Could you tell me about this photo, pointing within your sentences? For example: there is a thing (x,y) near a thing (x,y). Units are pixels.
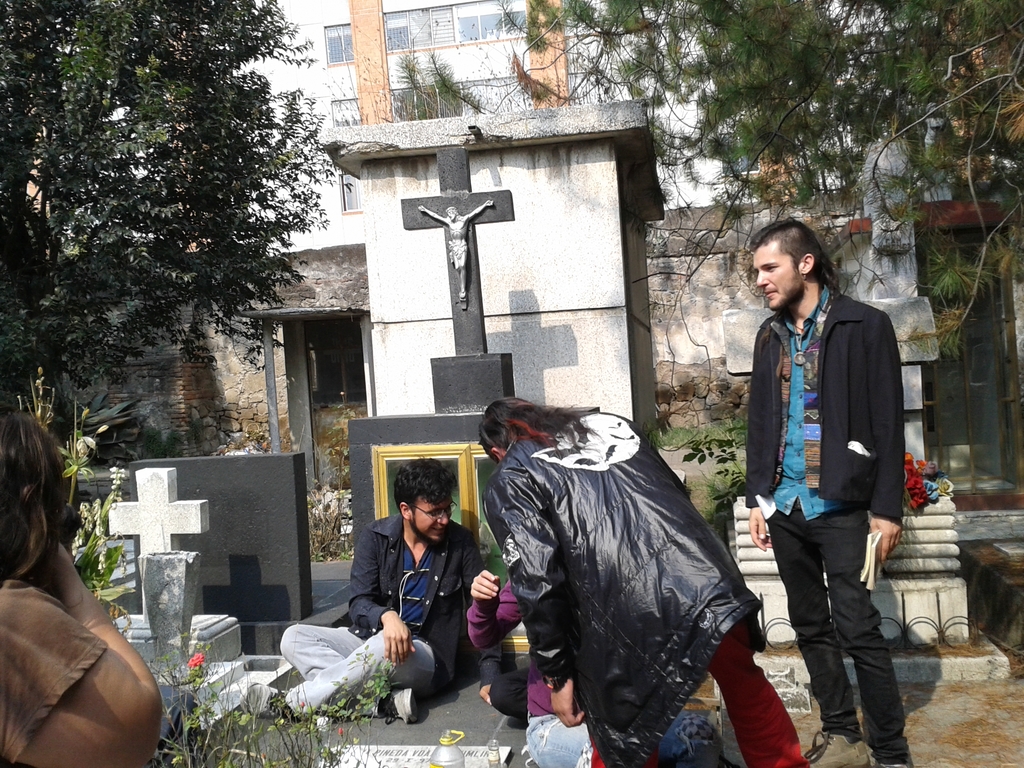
This picture describes about group of people (491,434), few are seated and few are standing, in front of them we can find few bottles (456,732) and plants (202,706), in the background (165,579) we can see graves (185,528), trees (747,43) and a building (506,58).
